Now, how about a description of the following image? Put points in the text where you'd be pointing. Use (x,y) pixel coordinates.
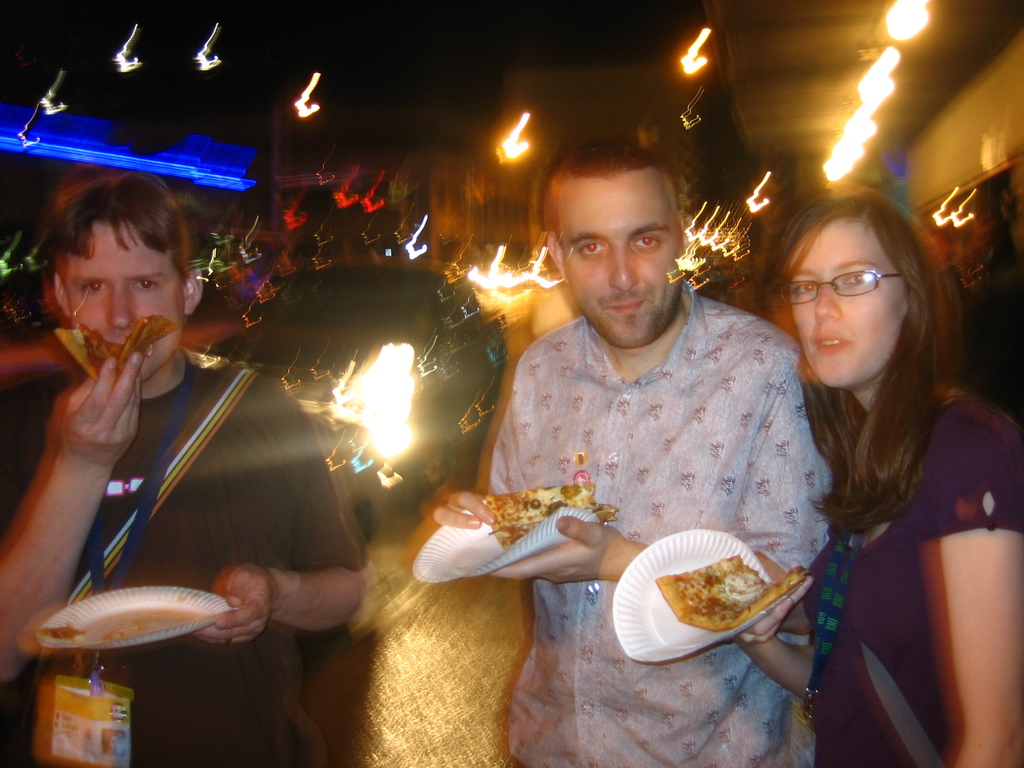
In this image there are a few people (167,531) standing and holding a food item (512,525) on a paper plate (714,635) in their hands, one of them is eating. The background (445,378) is blurred.
